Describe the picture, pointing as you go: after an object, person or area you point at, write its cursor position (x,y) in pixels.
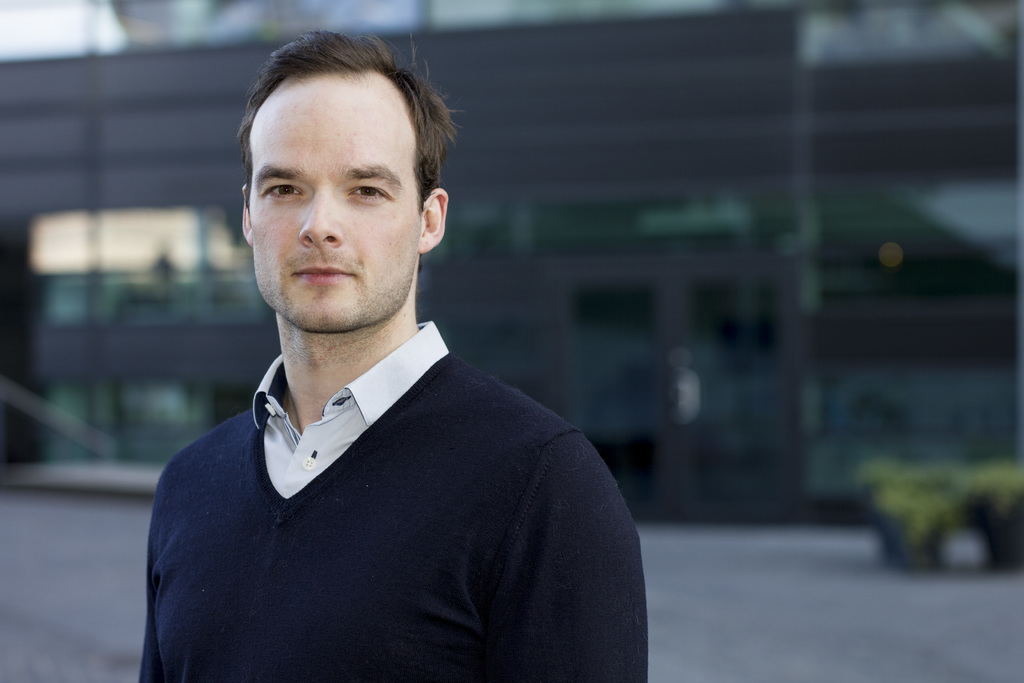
In this image we can see this person (310,410) wearing dark blue color sweater (424,550) and shirt (385,383) is standing. The background of the image (935,74) is slightly blurred, where we can see a building (661,286) and plants (919,511) here.
